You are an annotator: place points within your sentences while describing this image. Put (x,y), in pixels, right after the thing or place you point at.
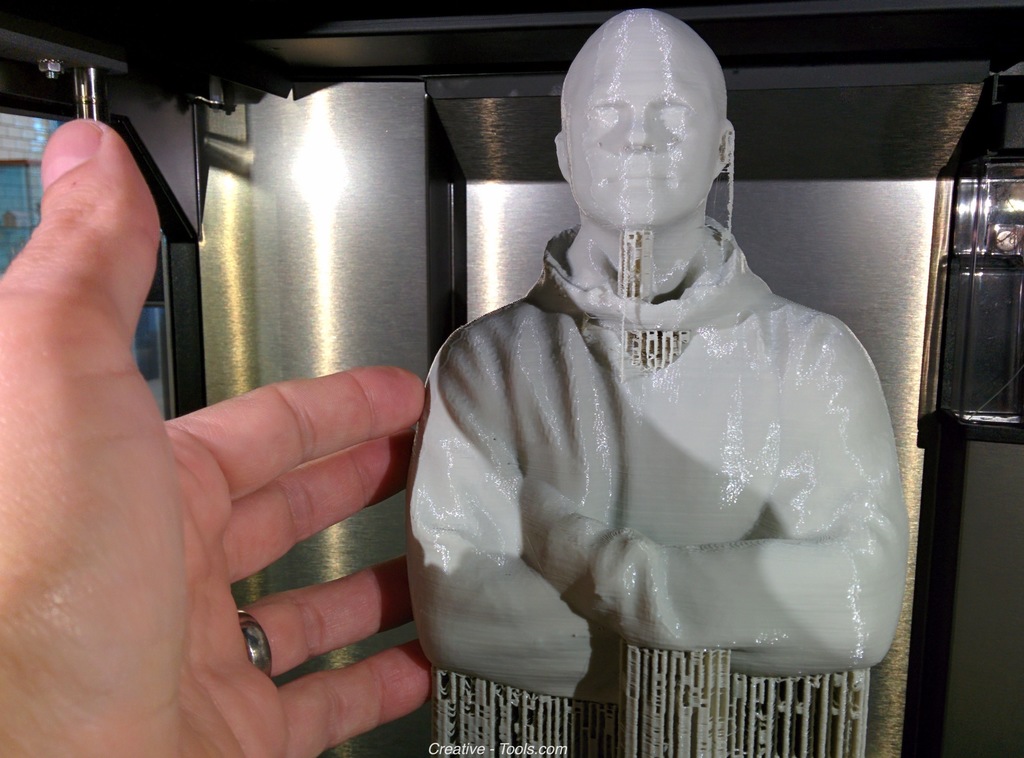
In this image we can see a statue (560,531) and a person's hand (200,419), in the background (40,138), we can see a pillar (329,162) and the wall (328,176).
